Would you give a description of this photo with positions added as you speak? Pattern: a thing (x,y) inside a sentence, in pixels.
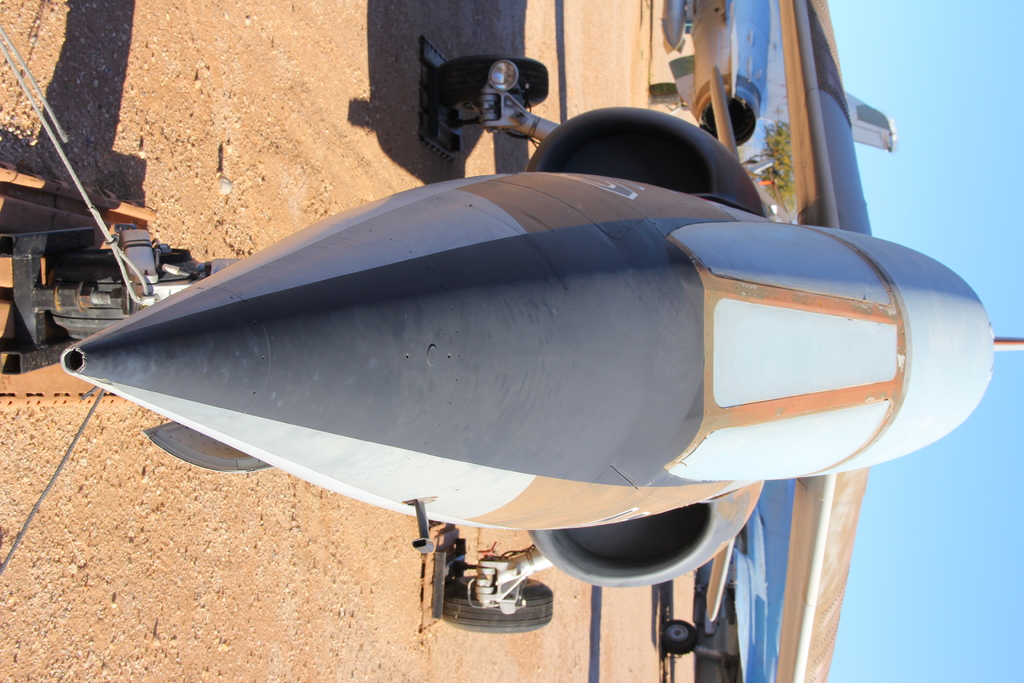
In this picture we can see airplanes (557,359) on the ground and in the background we can see a tree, sky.
